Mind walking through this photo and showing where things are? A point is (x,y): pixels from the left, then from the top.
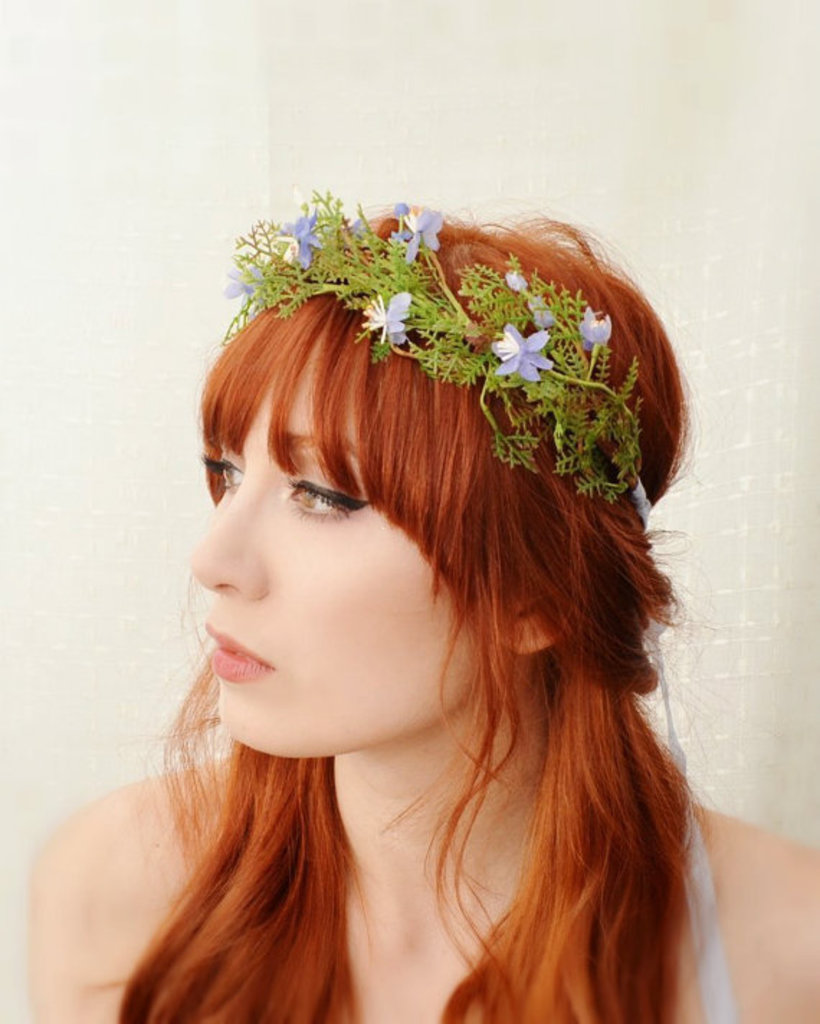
There is a lady (330,775) with a red hair (441,472). On the head (440,462) there is a tiara (327,264) with flowers (386,316) and leaves (463,371). In the background (424,163) there is a white wall (269,110).
